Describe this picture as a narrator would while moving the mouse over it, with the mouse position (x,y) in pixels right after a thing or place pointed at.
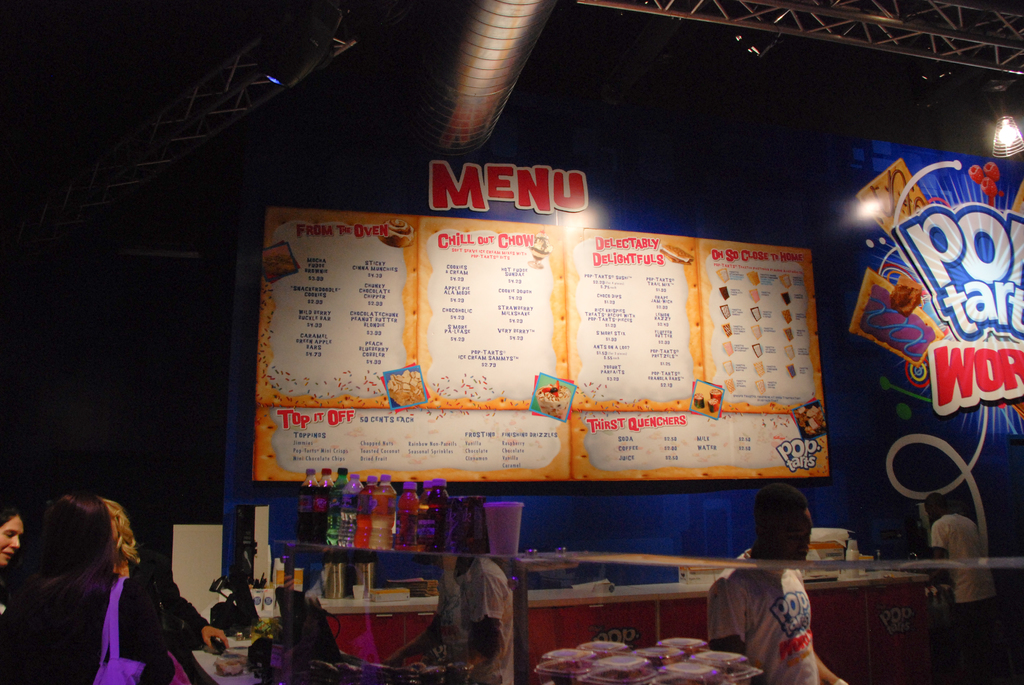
In this picture I can see group of people (218,633) standing, there are bottles (400,500) and some other items (470,515), there is a board (606,228), there are focus lights (287,65) and lighting truss (1003,41).
